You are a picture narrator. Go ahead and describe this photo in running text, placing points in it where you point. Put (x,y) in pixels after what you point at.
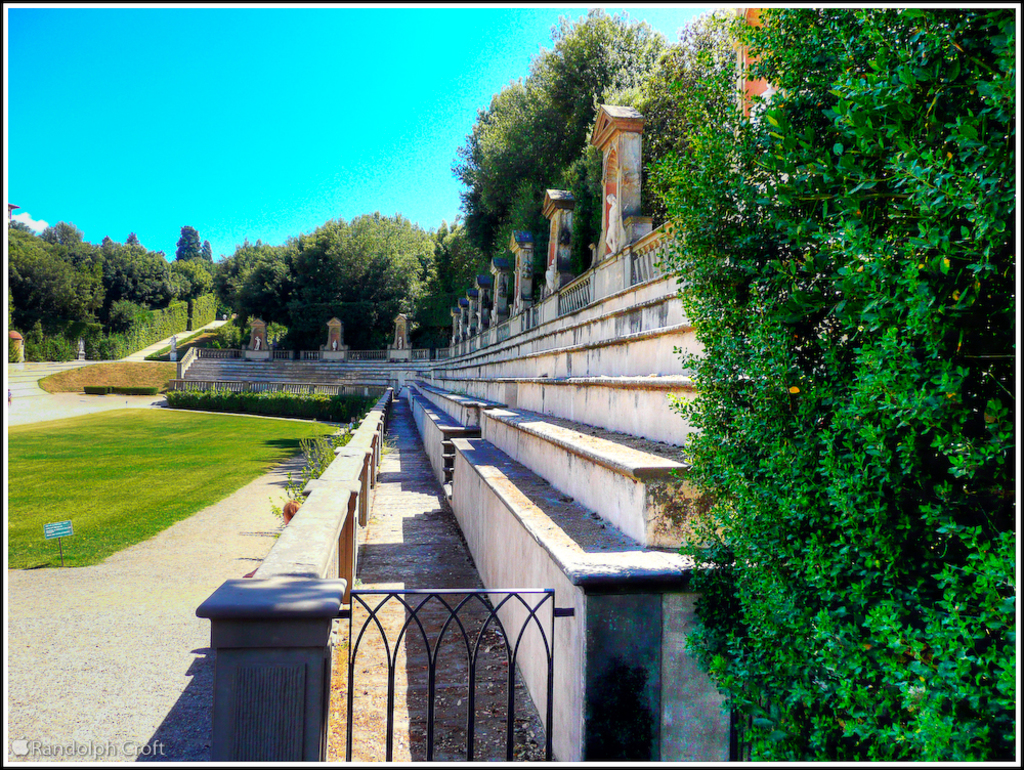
There are stairs (466,527) and a small metal gate (370,610) in the foreground area (490,573), there are statues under arches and a tree (881,350) on the right side (860,414) and there is grassland (89,468) on the left side (159,389). There are stairs (315,374), it seems like headstones (333,336), trees (380,292) and sky (364,152) in the background area (364,152).
